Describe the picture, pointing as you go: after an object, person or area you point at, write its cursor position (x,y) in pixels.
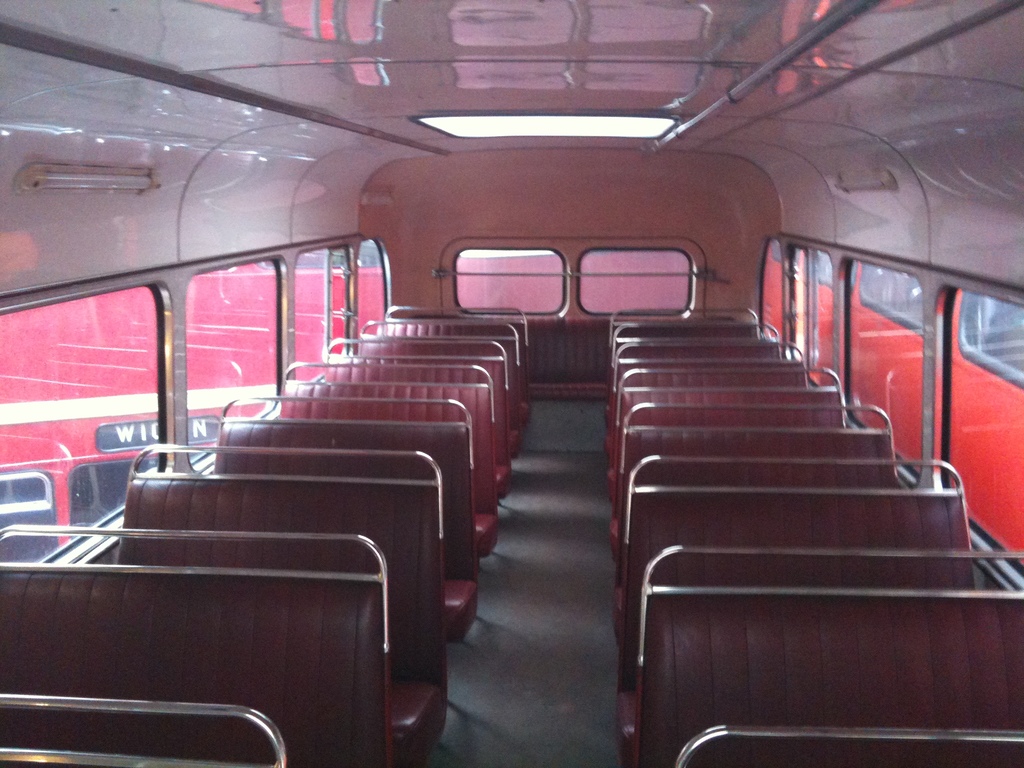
This image is taken inside the bus (500,629). In this image we can see the seats (478,398) and also the path (544,515) and glass windows (205,311) and through the glass windows (272,335) we can see other vehicles (896,333).
